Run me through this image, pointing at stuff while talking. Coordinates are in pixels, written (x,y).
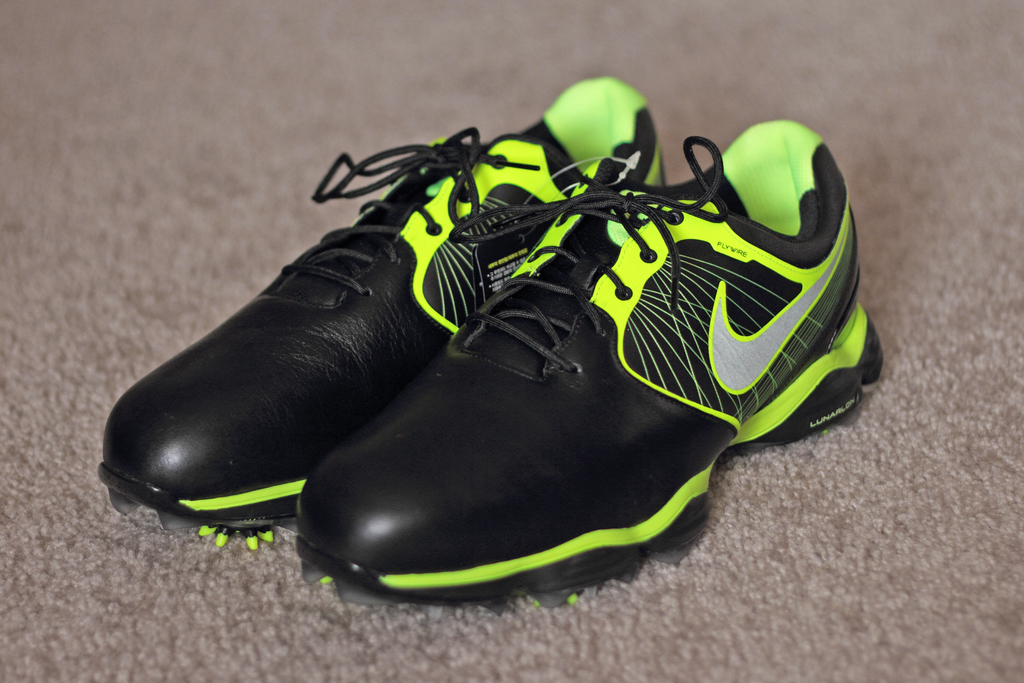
In this image we can see shoes (614,506) on the carpet (200,604).
